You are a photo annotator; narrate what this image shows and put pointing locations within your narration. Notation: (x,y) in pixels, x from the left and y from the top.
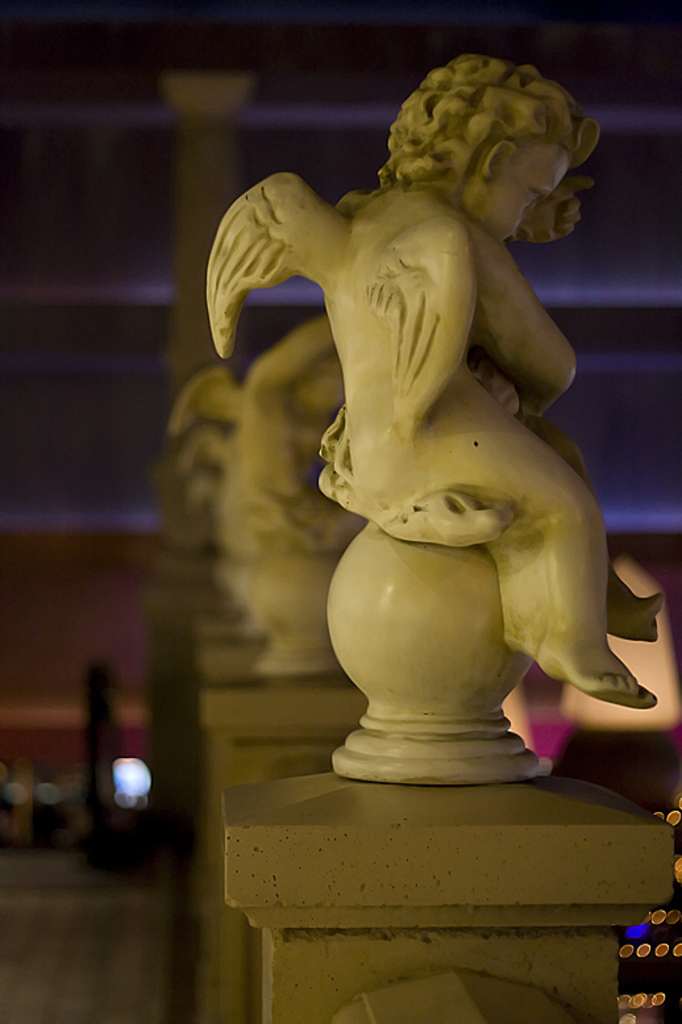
There is a sculpture (535,572) of a person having wings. The background (42,20) is blurred.
